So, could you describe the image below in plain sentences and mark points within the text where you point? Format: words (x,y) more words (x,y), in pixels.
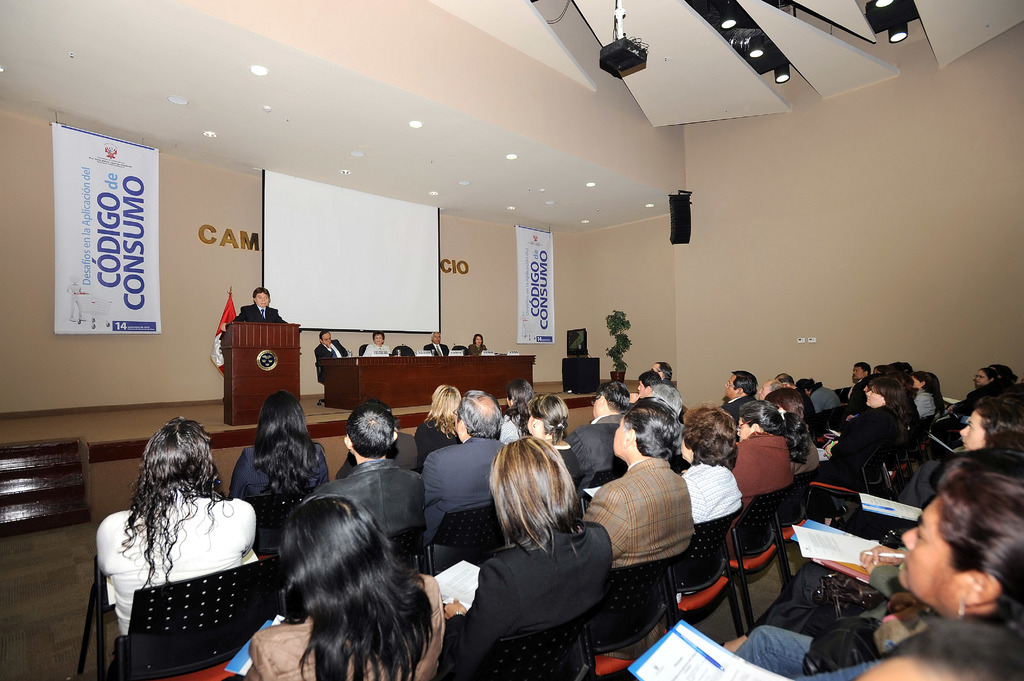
This image consists of many persons (542,537) sitting in the chairs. At the bottom (24,625), there is a floor (14,622). In the front (526,354), there is a podium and a table (354,359). In the background (118,250), we can see a projector screen (365,258) and banners (148,282) on the wall (460,250). At the top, there are lights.
